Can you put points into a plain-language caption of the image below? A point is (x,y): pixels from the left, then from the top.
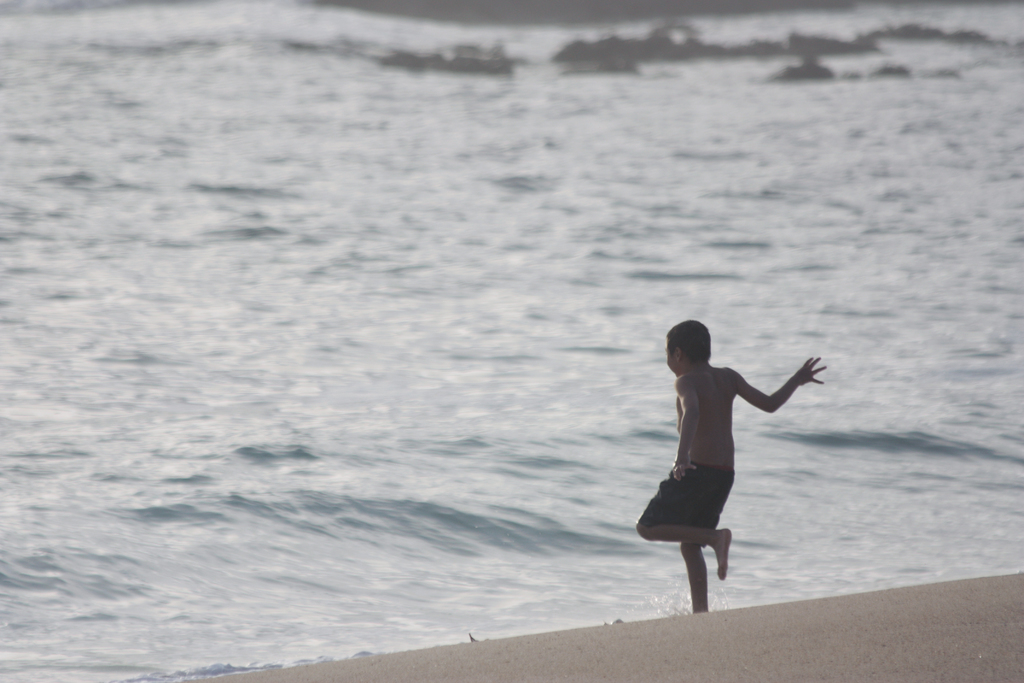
In this image in the center (678,399) there is one boy (697,471) who is walking into water (675,583), in the background (226,267) there is a beach (590,507). At the bottom (680,618) there is sand (795,641).
